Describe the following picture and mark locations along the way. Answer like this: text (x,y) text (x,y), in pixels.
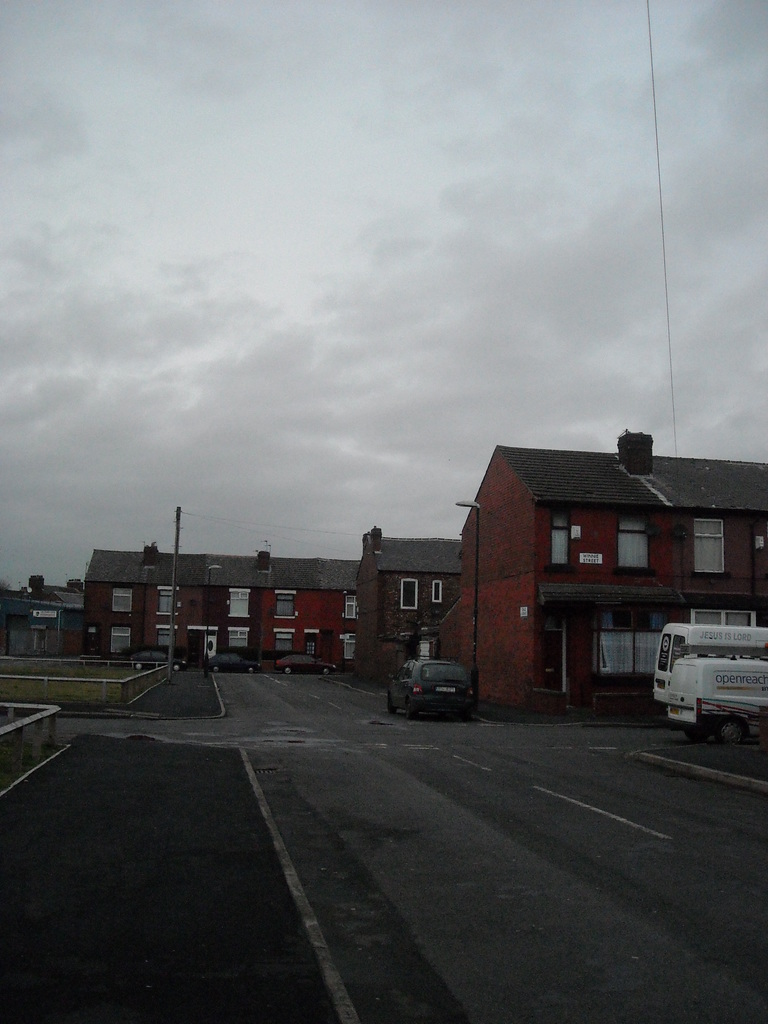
In this image I can see few vehicles (432,695) on the road (763,878), background (699,541) I can see buildings (266,553) in brown color and sky (273,479) in white and gray color.
